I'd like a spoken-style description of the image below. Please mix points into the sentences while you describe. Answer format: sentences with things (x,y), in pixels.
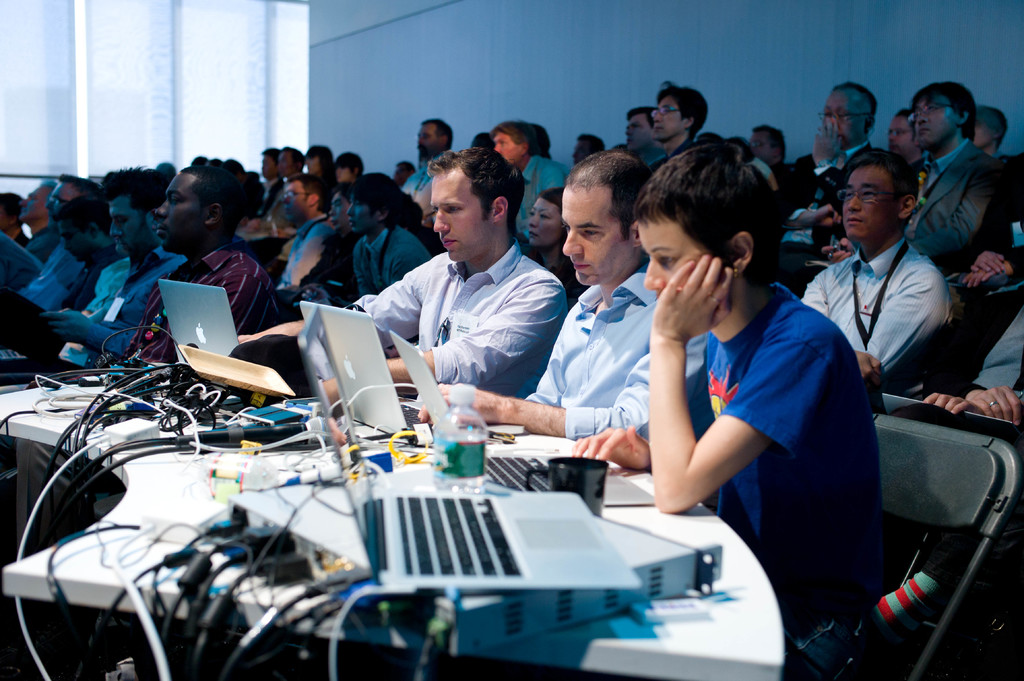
In the picture I can see people (443,362) sitting on chairs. On the left side of the image (172,433) I can see a white color table (163,455). On the table (203,508) I can see laptops (533,554), electronic machines (313,486), wires (261,446), glasses (510,444) and some other objects (273,378). In the background (557,23) I can see a wall (510,23).
